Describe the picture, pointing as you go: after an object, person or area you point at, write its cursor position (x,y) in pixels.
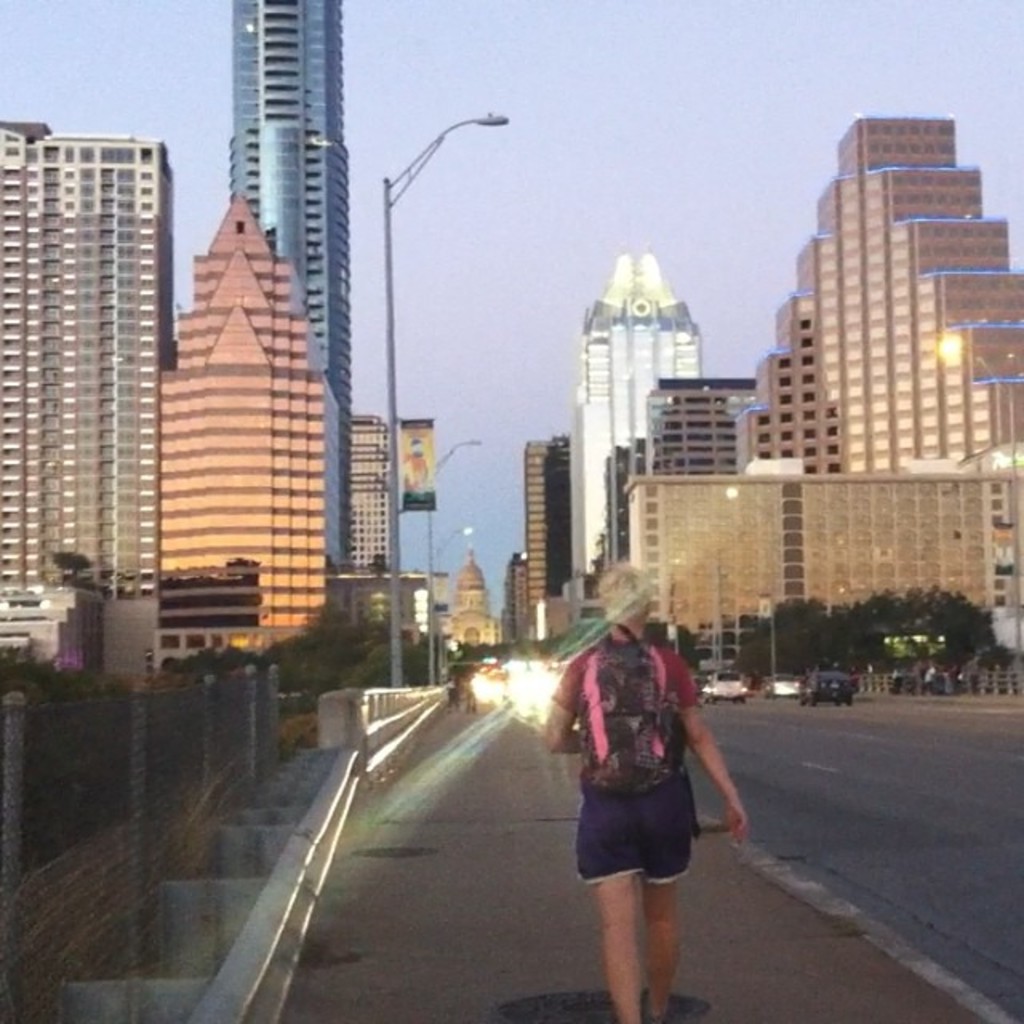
In this image I can see a person (628,807) wearing bag (601,706) and walking. Back I can see buildings (863,258) and light-poles (407,173). We can see few vehicles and trees (868,622) on the road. The sky (677,143) is in blue color.
